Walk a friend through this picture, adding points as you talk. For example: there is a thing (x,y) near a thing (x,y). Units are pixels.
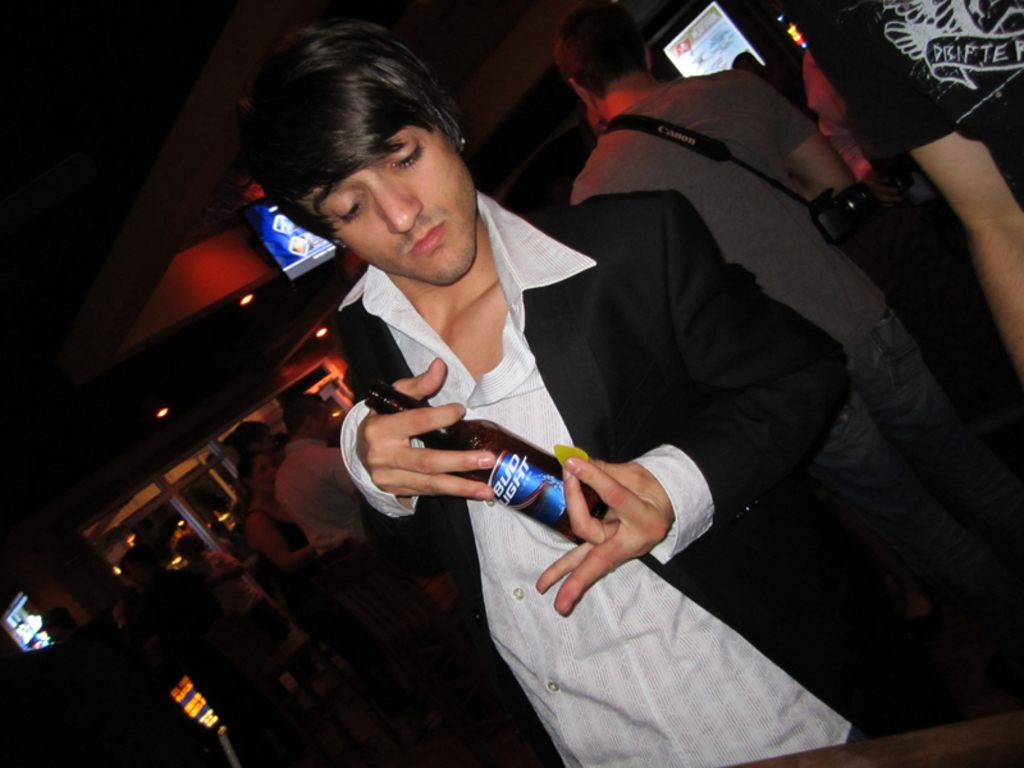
In the center of the image (624,487) we can see a person (652,266) is standing and he is holding some objects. In the background (175,438) there is a wall (135,468), lights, screens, few people (723,116) are standing, few people (714,126) are holding some objects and a few other objects (416,638).
